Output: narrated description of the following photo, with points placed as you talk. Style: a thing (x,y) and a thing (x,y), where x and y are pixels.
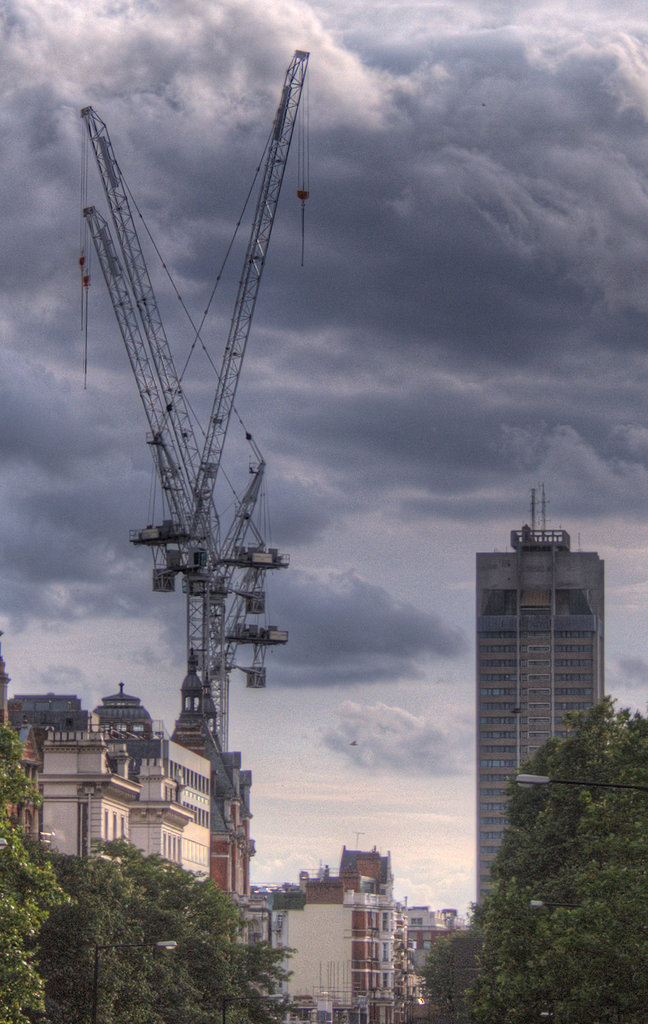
In the foreground of the picture (267,941) there are trees (632,958). In the center of the picture (238,633) there are buildings (93,765) and machinery (239,347). In the background (415,233) it is sky (324,326).
